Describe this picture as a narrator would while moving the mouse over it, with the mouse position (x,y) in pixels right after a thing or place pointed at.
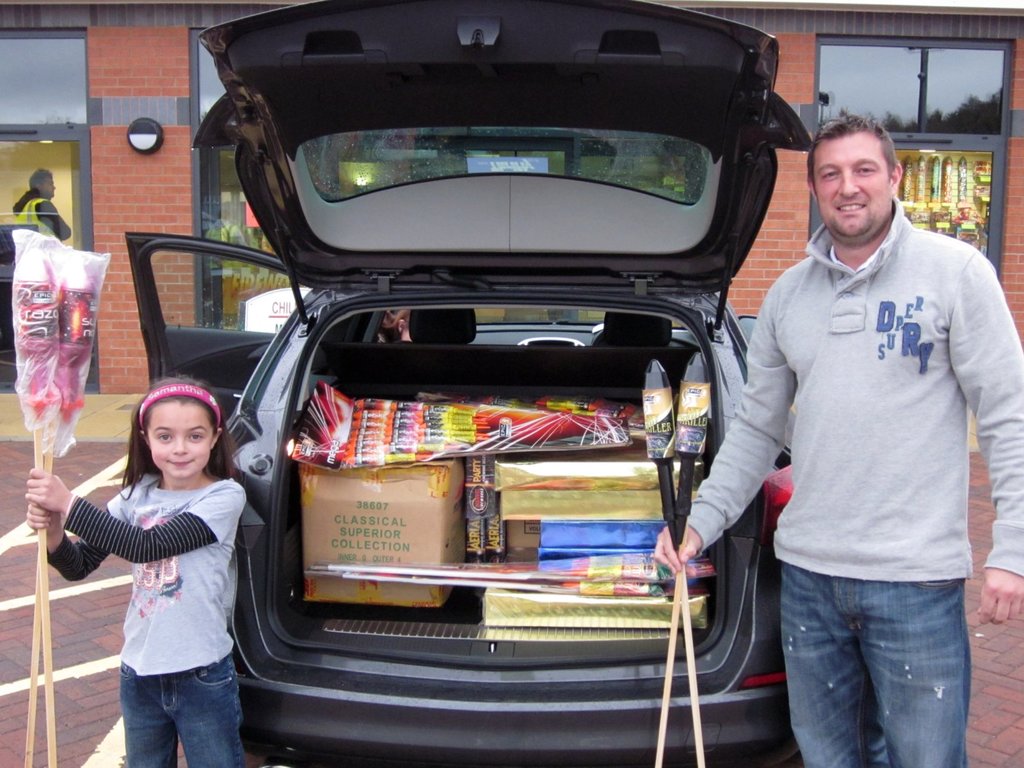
In this image we can see a man (889,300) and a girl (146,749) holding sticks (663,739) with their hands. Here we can see a carton box (384,598) and few objects (624,615) inside a vehicle (615,724). In the background (150,54) we can see a building (806,184), glasses (11,363), person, and few objects (950,158).
